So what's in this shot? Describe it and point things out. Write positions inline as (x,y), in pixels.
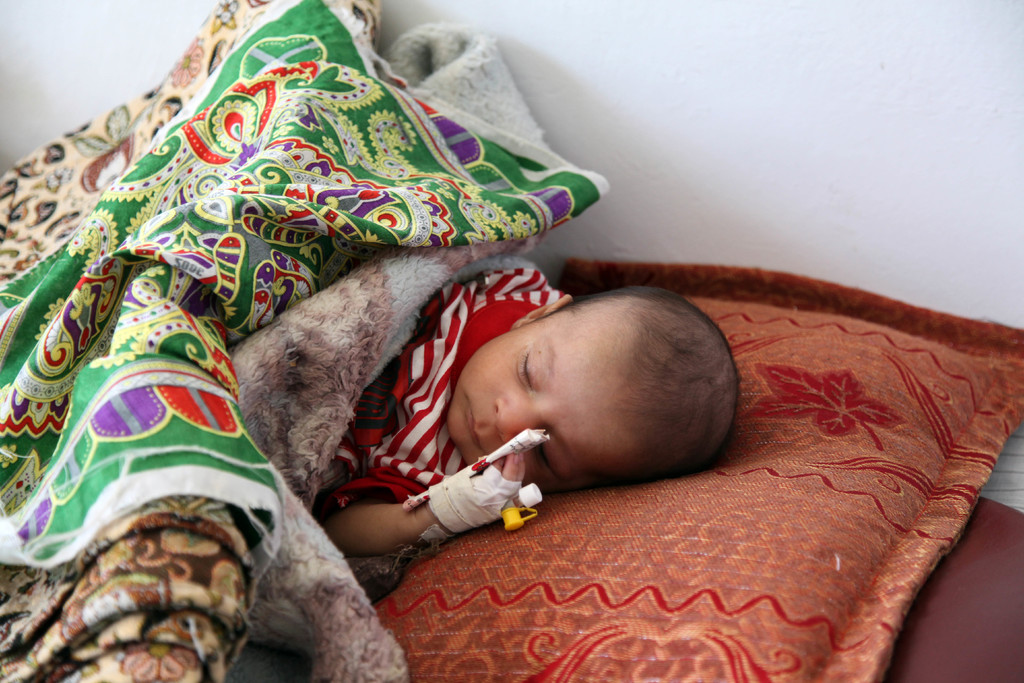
In this image we can see a child (439,449) is sleeping, there is a blanket (368,376), there's a pillow (878,632), there's a wall (598,246).
